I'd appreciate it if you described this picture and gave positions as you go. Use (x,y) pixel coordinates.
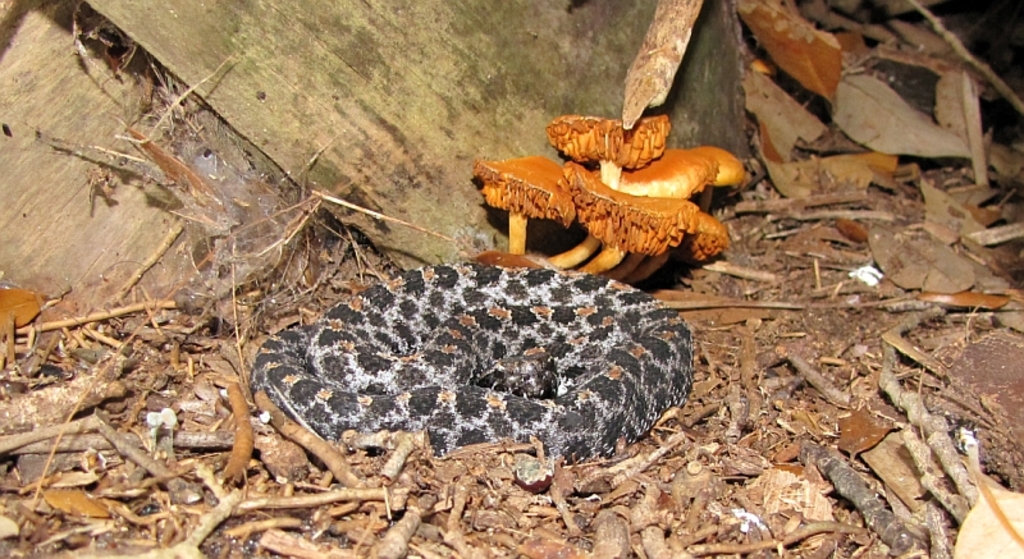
In the center of the image (561,339) we can see a snake (589,344) and there are mushrooms (616,213). At the bottom (741,419) there are twigs (286,495) and we can see leaves (802,172).
